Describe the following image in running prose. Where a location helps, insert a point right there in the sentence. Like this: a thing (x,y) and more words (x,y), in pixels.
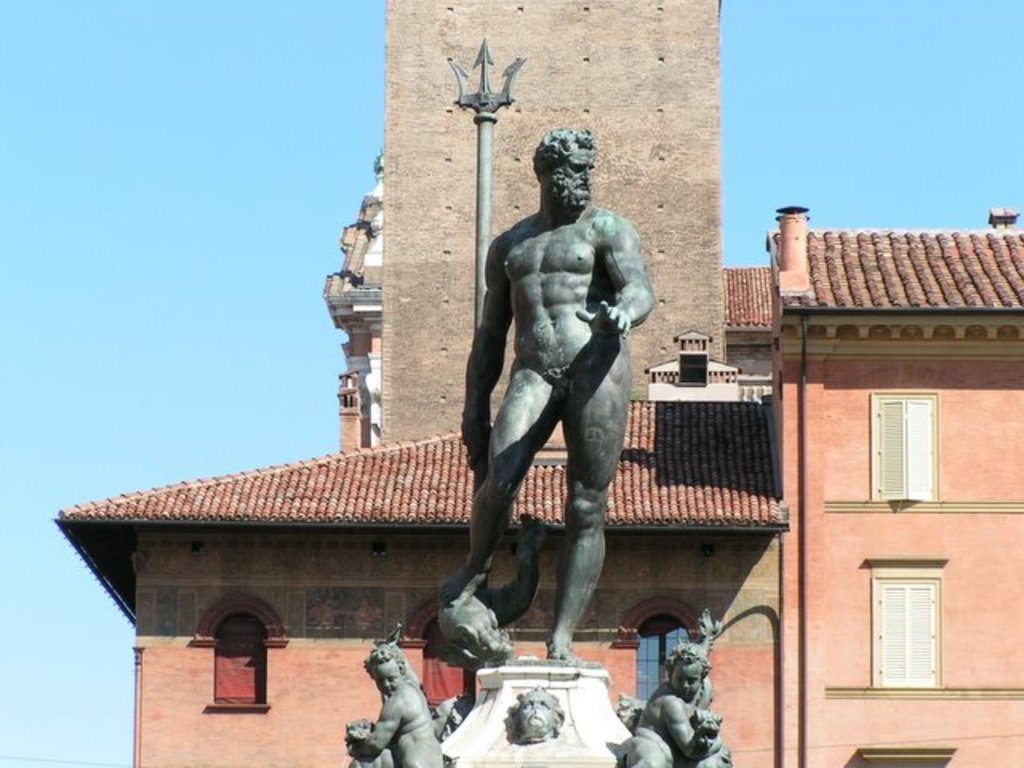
In this image I can see few statues (620,314) in gray color. In the background (677,490) I can see the building (741,471) in brown color and the sky (109,170) is in blue color.
